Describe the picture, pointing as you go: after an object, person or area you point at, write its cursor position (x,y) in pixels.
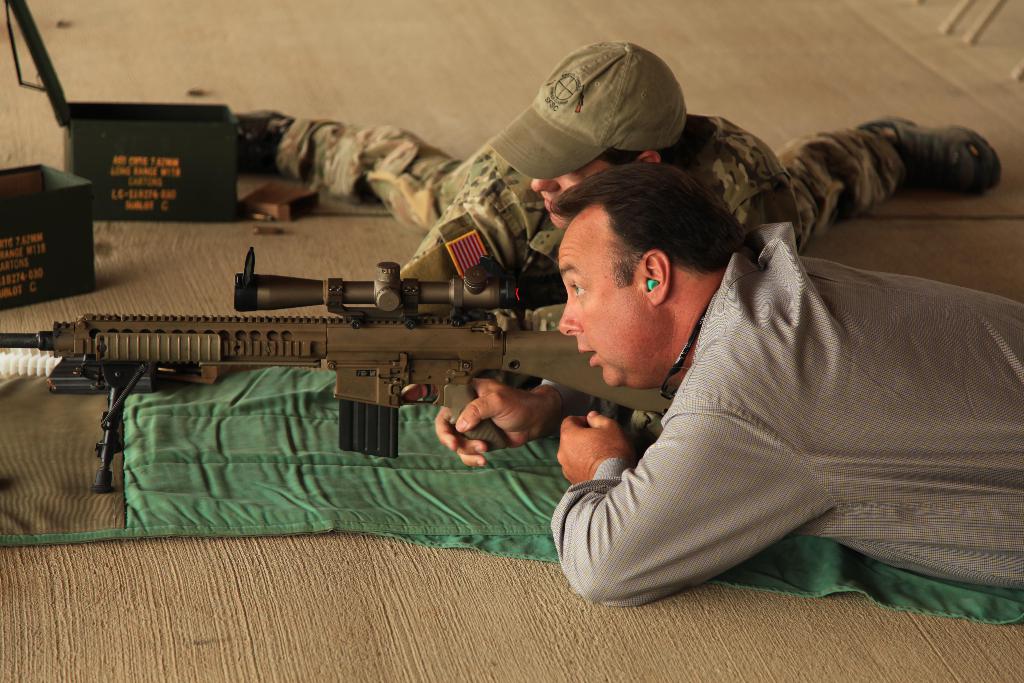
In the image few people (809,533) are lying and holding guns (259,279).
